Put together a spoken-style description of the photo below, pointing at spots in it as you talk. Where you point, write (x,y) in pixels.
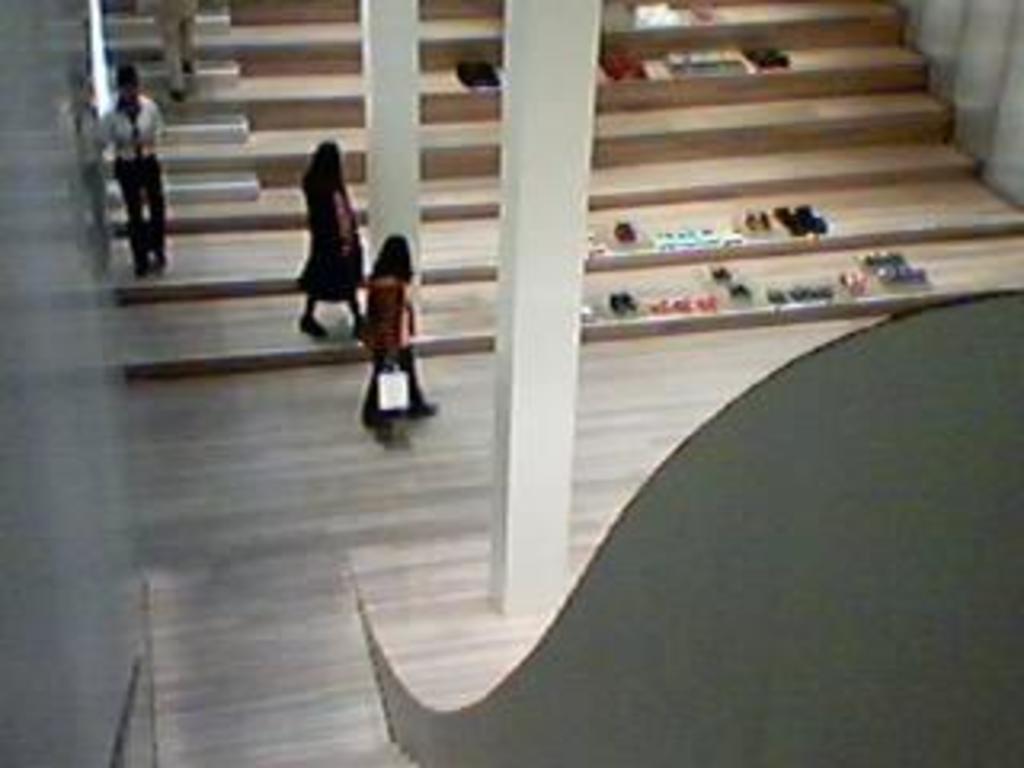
This picture is clicked inside. On the right corner (800,440) there is an object (877,470). In the center (403,328) we can see the group of people (132,132) seems to be walking and we can see the two pillars (502,190) and there are some objects (707,247) placed on the stairs (446,118).
